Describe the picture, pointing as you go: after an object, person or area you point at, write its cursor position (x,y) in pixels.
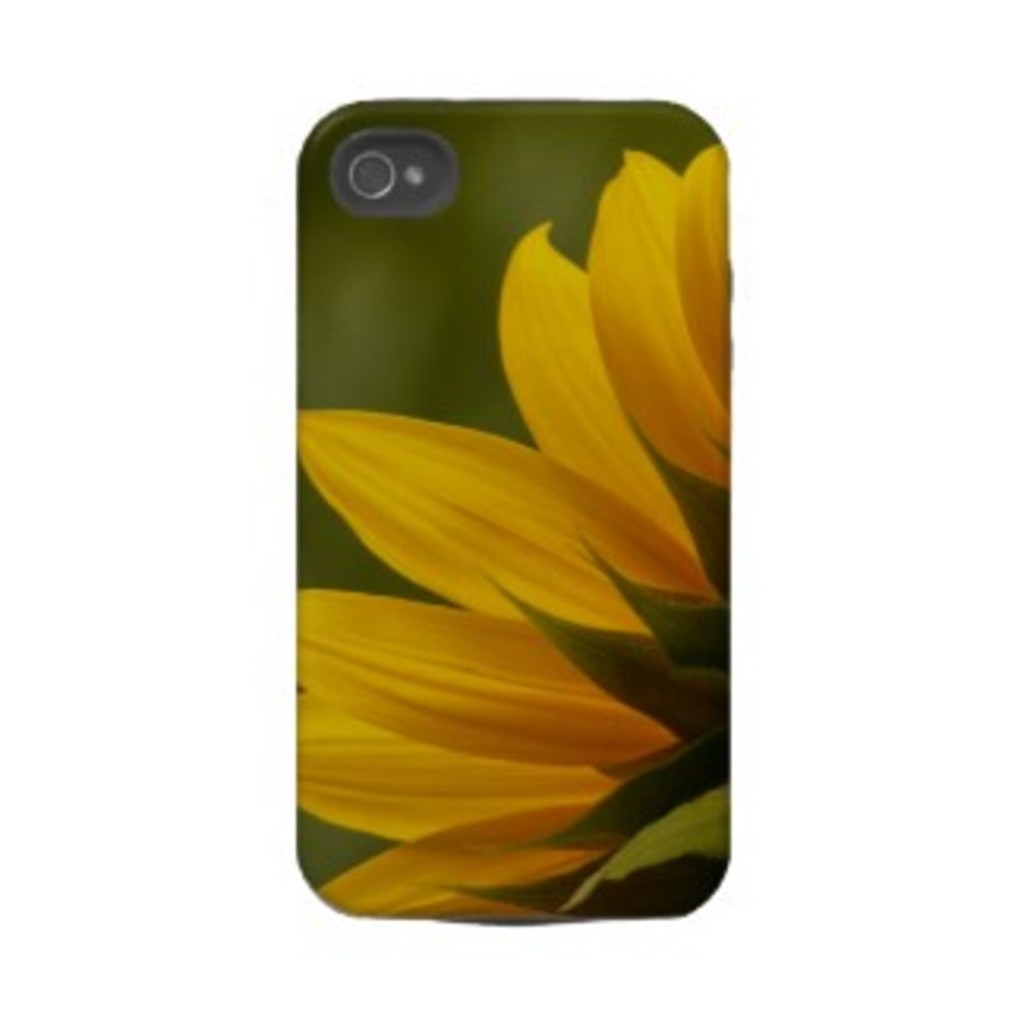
In the picture there is a mobile case (439,513), on the case (505,494) there is a flower design (445,688) present.
